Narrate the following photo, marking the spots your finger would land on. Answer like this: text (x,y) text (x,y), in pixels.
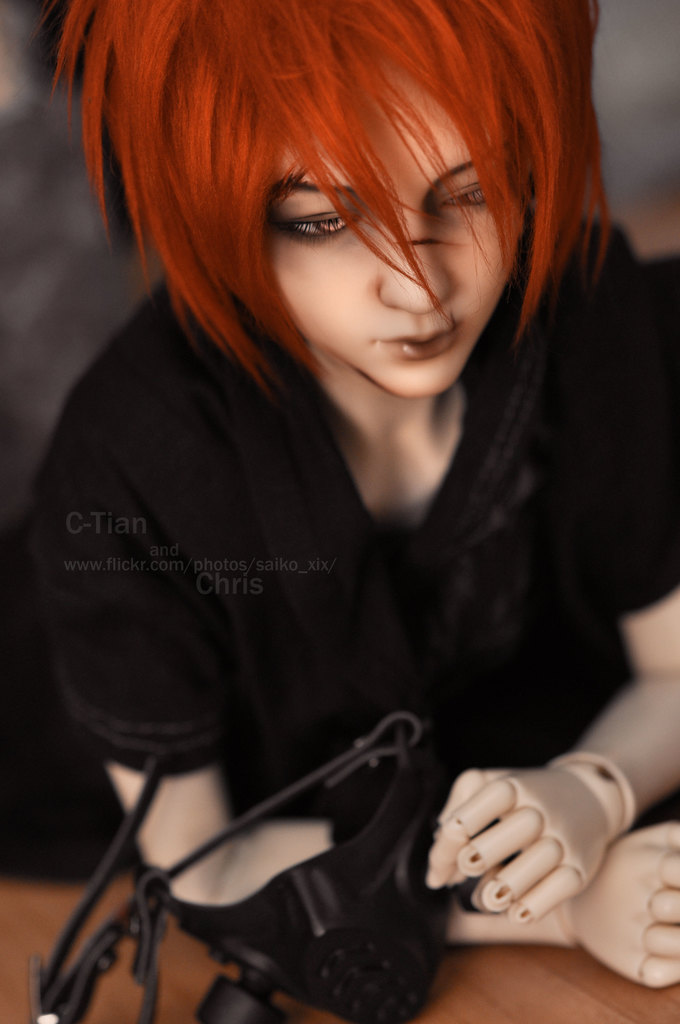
In this image, we can see a human toy (436,626) in black dress (471,632) is holding a mask (354,913). At the bottom (514,989), we can see wooden object (520,1010). Background (671,237) there is a blur view.
